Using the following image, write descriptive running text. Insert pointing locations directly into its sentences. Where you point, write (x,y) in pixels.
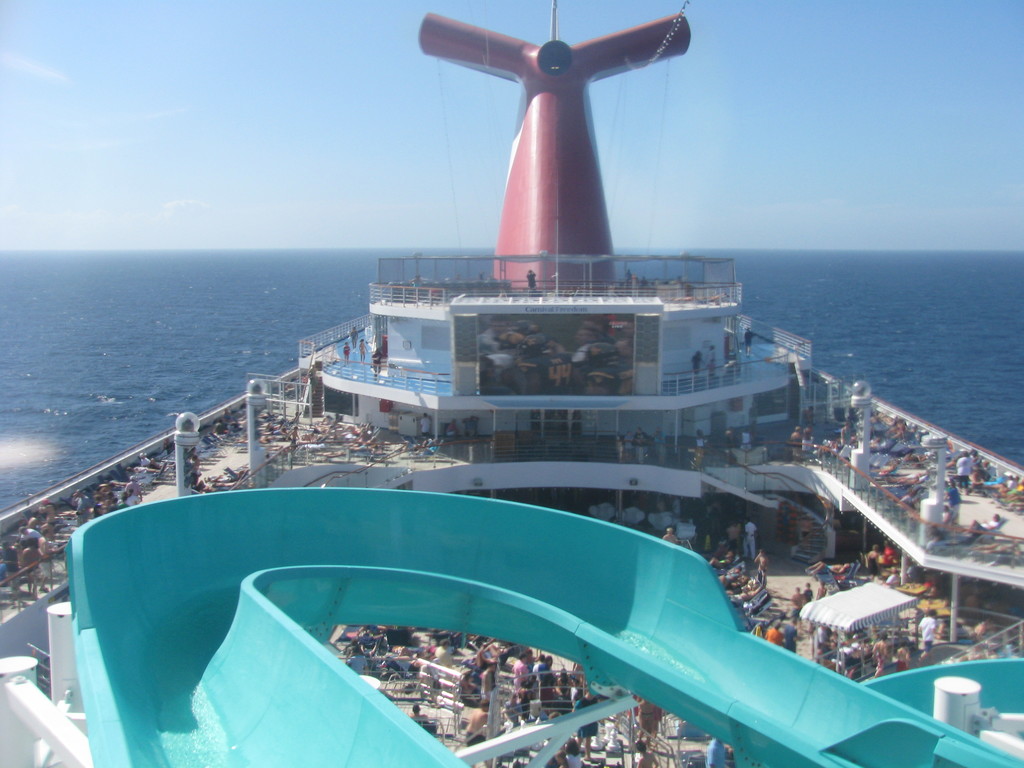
In this image, we can see a group of people (846,571). Few are standing and sitting. Here we can see railings (1018,629), slide (546,569), water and stall (859,602). In the Background (951,331) we can see the ocean (789,296) and sky (429,219). Here we can see some object (528,191).
